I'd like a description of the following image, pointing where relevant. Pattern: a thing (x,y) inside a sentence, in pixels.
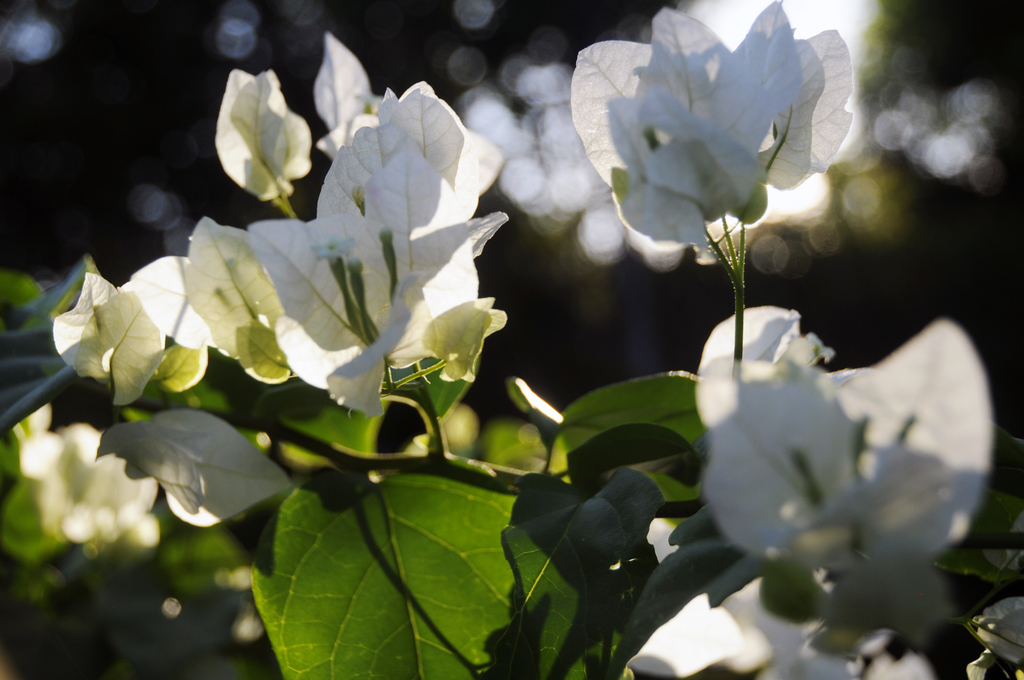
In the image there is a tree (656,487) with white and green leaves (694,384).
